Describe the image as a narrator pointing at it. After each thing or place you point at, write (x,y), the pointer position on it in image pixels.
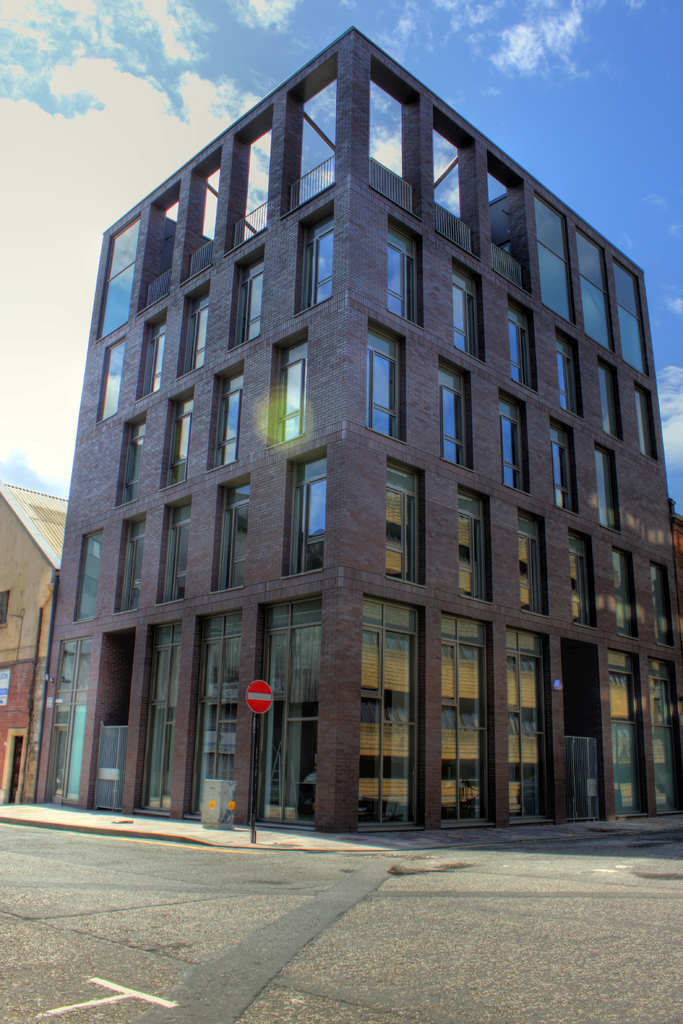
In this picture we can see road (280,867), board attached to a pole (255,788), buildings (262,770) and an object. In the background of the image (93,288) we can see the sky (93,288) with clouds (20,331).
